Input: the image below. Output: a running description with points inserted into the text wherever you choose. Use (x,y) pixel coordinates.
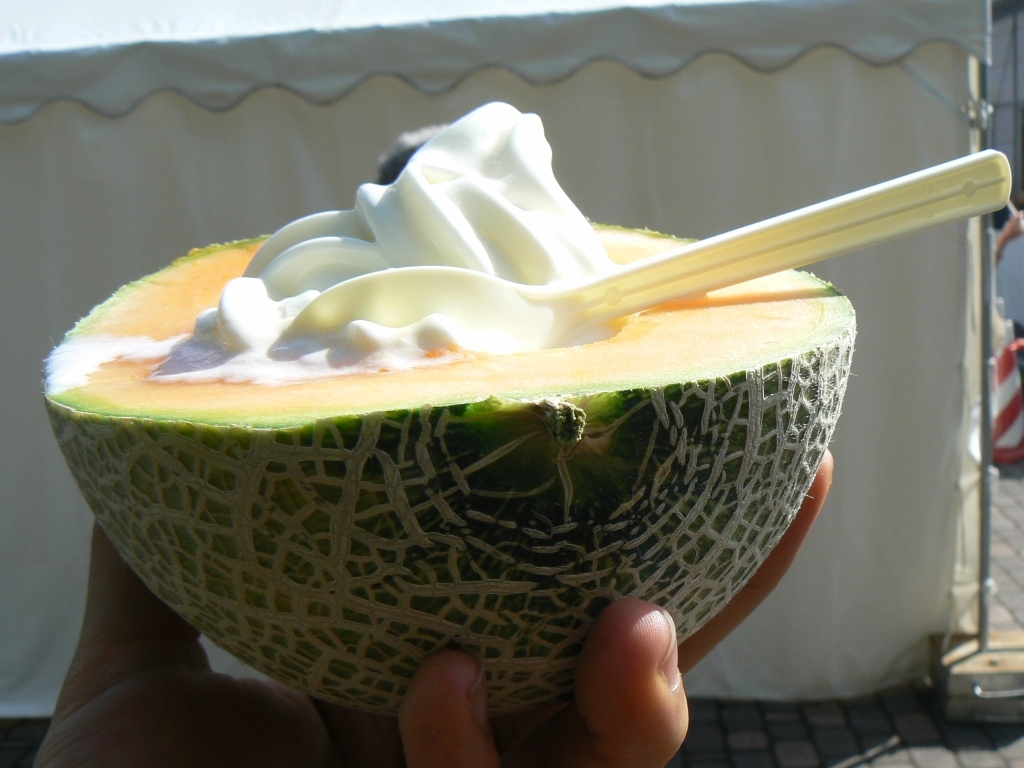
In this image we can see the hand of a person (629,678) holding a piece (276,627) of a musk melon (256,429) containing some cream (309,262) and a spoon (915,214) on it. On the backside (250,163) we can see a tent (220,197).
